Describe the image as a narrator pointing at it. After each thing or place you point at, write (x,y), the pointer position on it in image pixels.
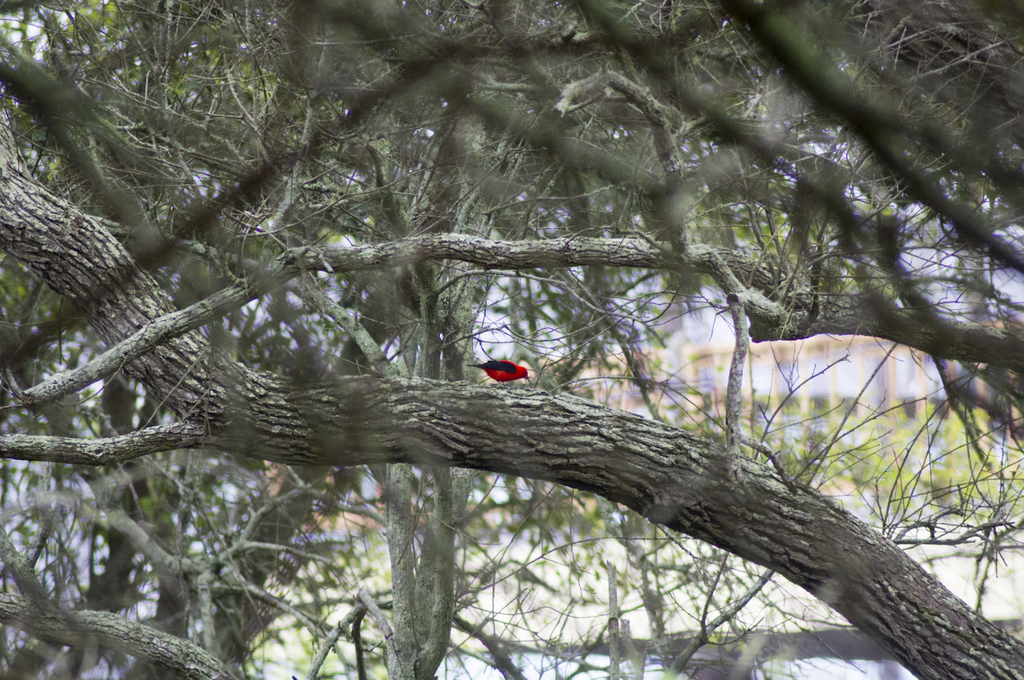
In this image there is one bird (485,370) as we can see in middle of this image (487,378) and there are some trees (594,359) in the background (234,15).
